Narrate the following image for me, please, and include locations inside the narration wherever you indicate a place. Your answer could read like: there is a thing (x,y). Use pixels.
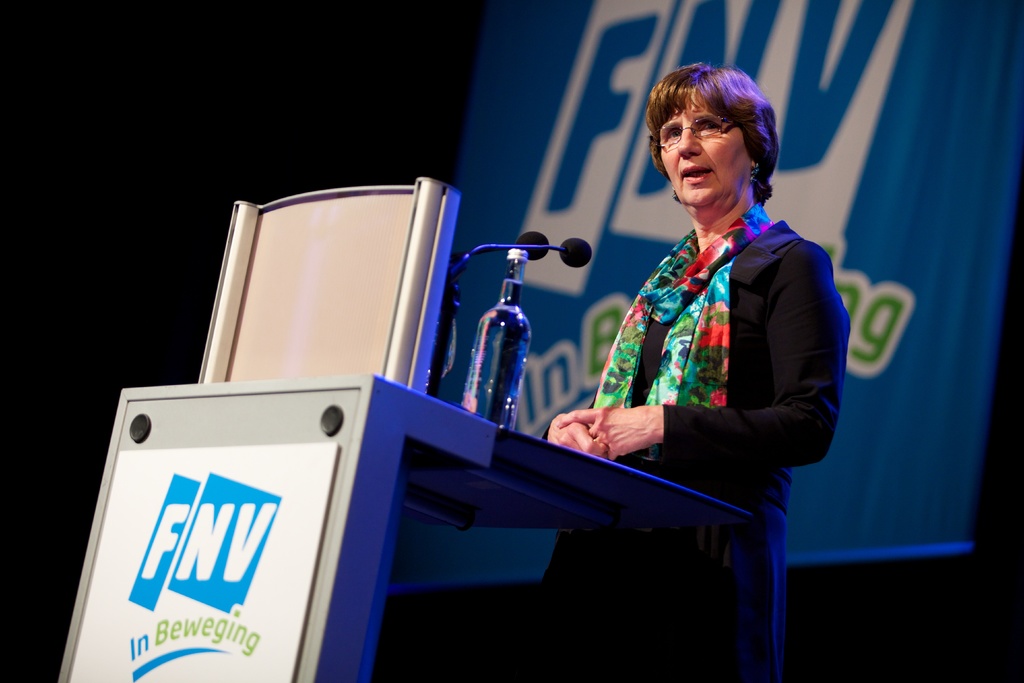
Here we can see a woman (645,631) standing in front a desk (484,444) and she is speaking on a microphone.
